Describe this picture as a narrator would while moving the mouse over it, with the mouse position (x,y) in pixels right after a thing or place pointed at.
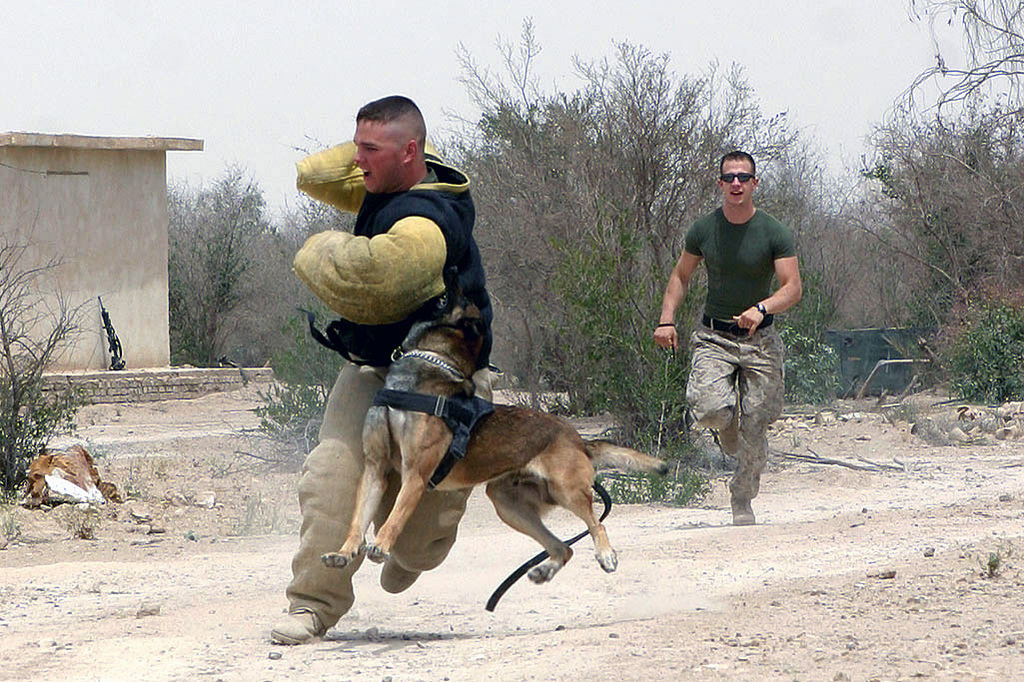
In this Image I see 2 men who are running and I see a dog (451,336) over here. In the background (307,354) I see the trees (20,436), a small house (23,141) and the soil (1019,534).
